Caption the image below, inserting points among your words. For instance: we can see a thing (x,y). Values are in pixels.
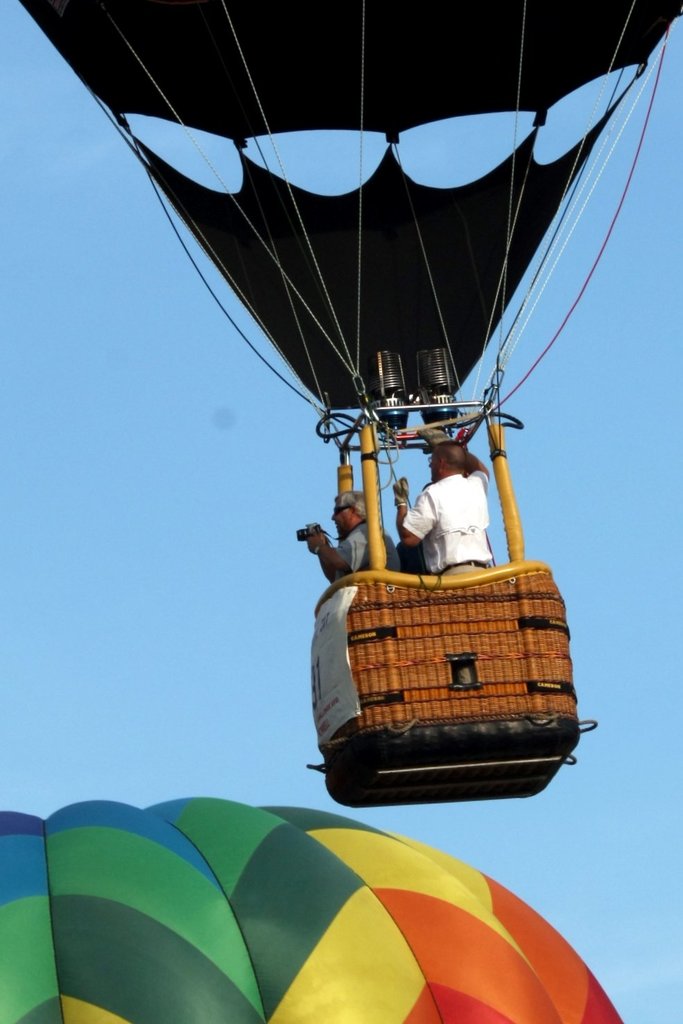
In this image we can see persons (395,552) standing in the hot air balloon (395,617). In the background (142,693) there is sky (302,403).
